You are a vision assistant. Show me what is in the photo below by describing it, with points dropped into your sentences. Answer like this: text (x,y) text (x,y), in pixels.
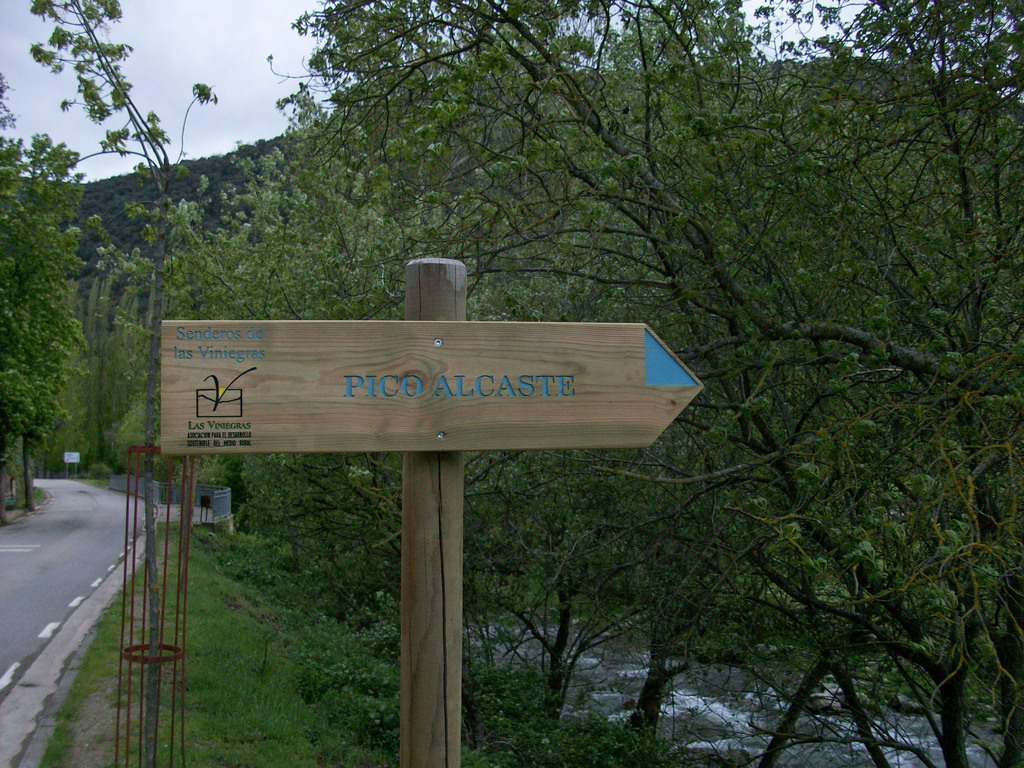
Here there is a road (66,587), here there is a board (459,395), here there are trees (287,202) and a sky (223,83).
